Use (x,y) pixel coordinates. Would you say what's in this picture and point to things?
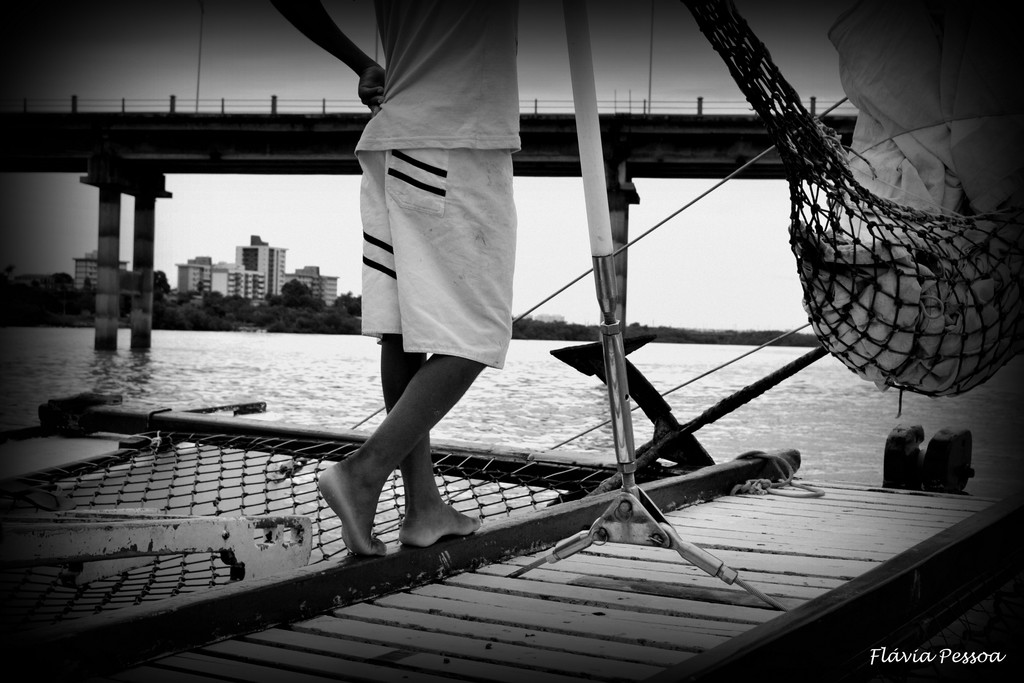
This picture is clicked outside. In the center (429,291) we can see a person (420,204) standing and we can see the mesh (235,508), planks (564,639), metal rod (571,28) and on the right (924,243) we can see the net (922,240) and some other objects (879,113). In the background (692,49) we can see the sky (681,48), bridge (194,143), pillars (161,179), buildings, trees (81,303), water body (338,353) and some other objects (582,362). In the bottom right corner (918,649) we can see the text (872,661) on the image.
